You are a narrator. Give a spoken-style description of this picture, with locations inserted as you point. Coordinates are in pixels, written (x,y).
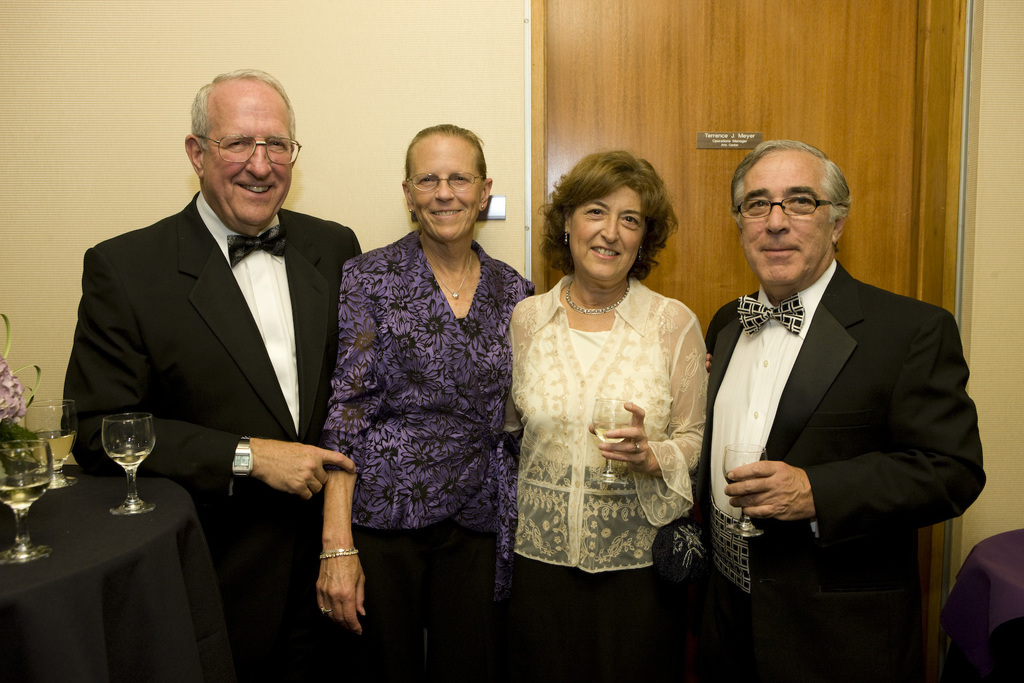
In this image, we can see persons (456,328) wearing clothes (853,435) and standing in front of the wall (360,77). There is a door (902,220) in the middle of the image (679,239). There is a table (84,533) in the bottom left of the image (48,635) contains glasses (51,477).
